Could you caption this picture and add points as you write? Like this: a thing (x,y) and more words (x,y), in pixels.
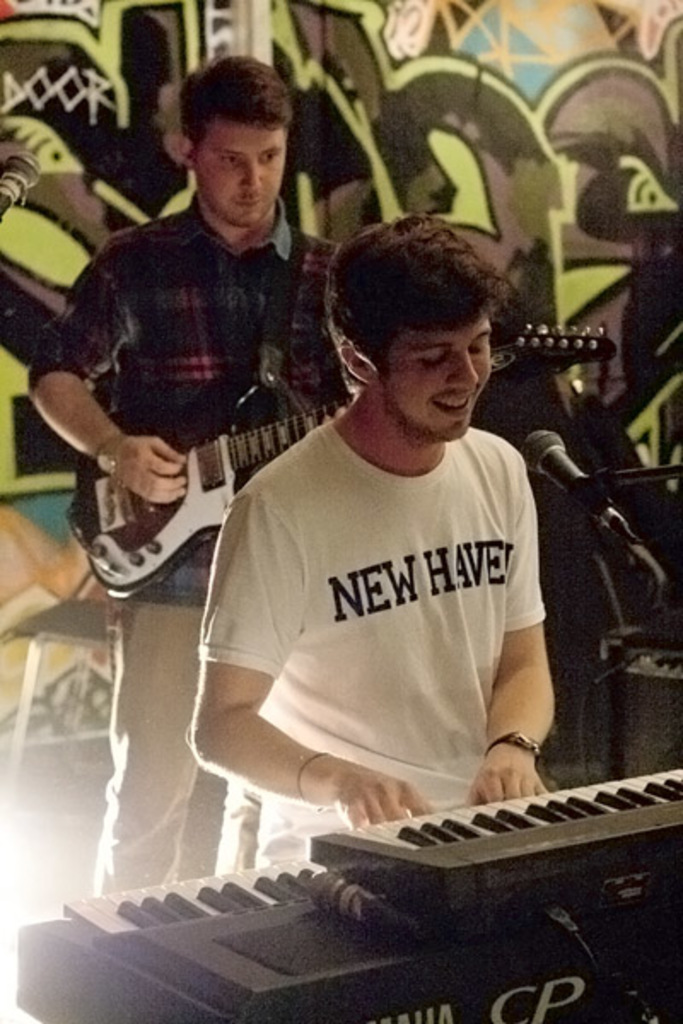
in the picture there are two persons (273,313) one person (222,260) standing and playing guitar (290,433) another person (325,649) sitting and playing piano (481,806) with a microphone (614,520) in front of him.
